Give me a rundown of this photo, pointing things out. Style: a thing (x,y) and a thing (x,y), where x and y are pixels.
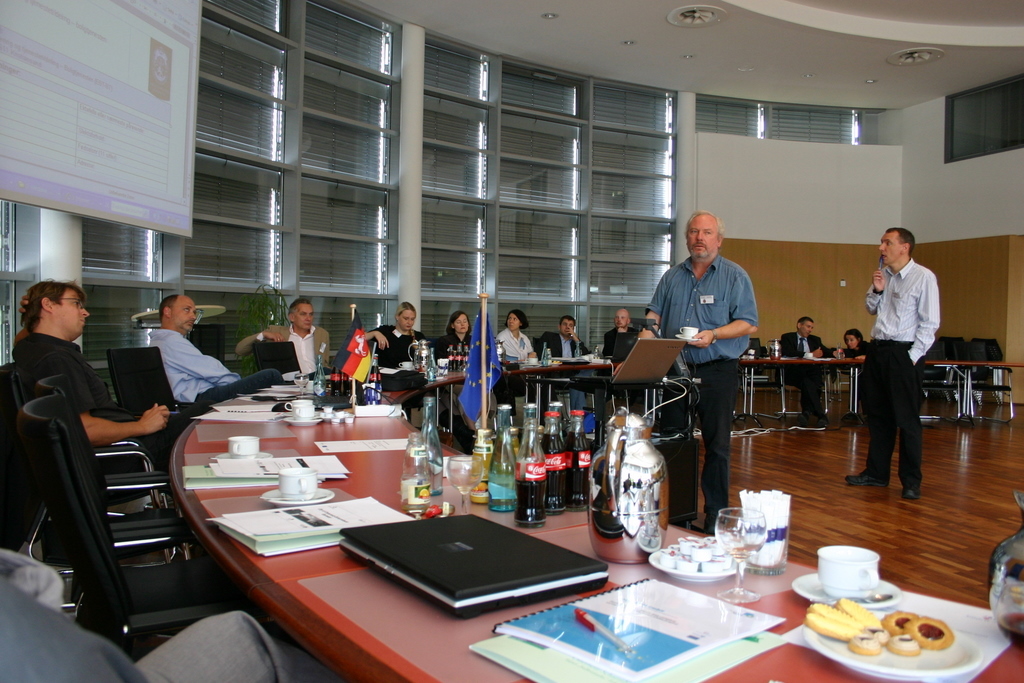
This image is taken inside a meeting room (797,255). There are few people (568,329) in this room (711,247). In the right side of the image (806,461) there is a floor (921,491) and a table (797,649) on which there are many things (685,550). In the left side of the image (91,420) a man (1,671) is sitting on the chair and few chairs (62,460) are empty. In the middle of the image (526,366) there is a table (472,628) and there are many things (376,553) on top of it. Two men (717,330) are standing on the floor (799,530), one holding a cup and saucer (689,334) in his hand (703,335). In the background (245,204) there is a wall (742,176) with a projector screen (160,133) on it. At the top of the image (781,38) there is a ceiling (910,78) with lights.
